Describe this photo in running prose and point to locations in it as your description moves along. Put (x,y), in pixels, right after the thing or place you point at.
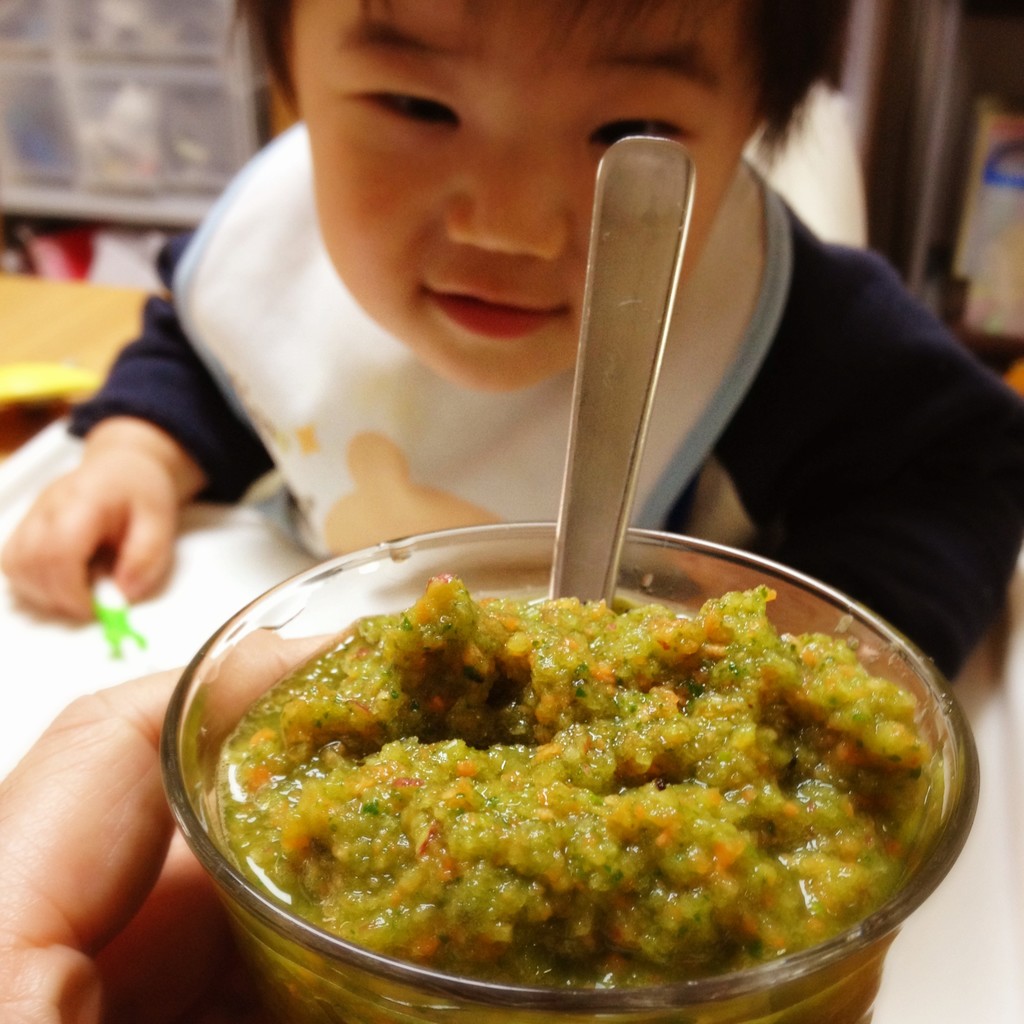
In this image we can see there is a person (436,218) sitting and holding a green color object (109,631). And there is another person's hand (141,763) holding a bowl (206,757) and there is some food item (557,671) in it. And at the back (120,77) it looks like a blur.
